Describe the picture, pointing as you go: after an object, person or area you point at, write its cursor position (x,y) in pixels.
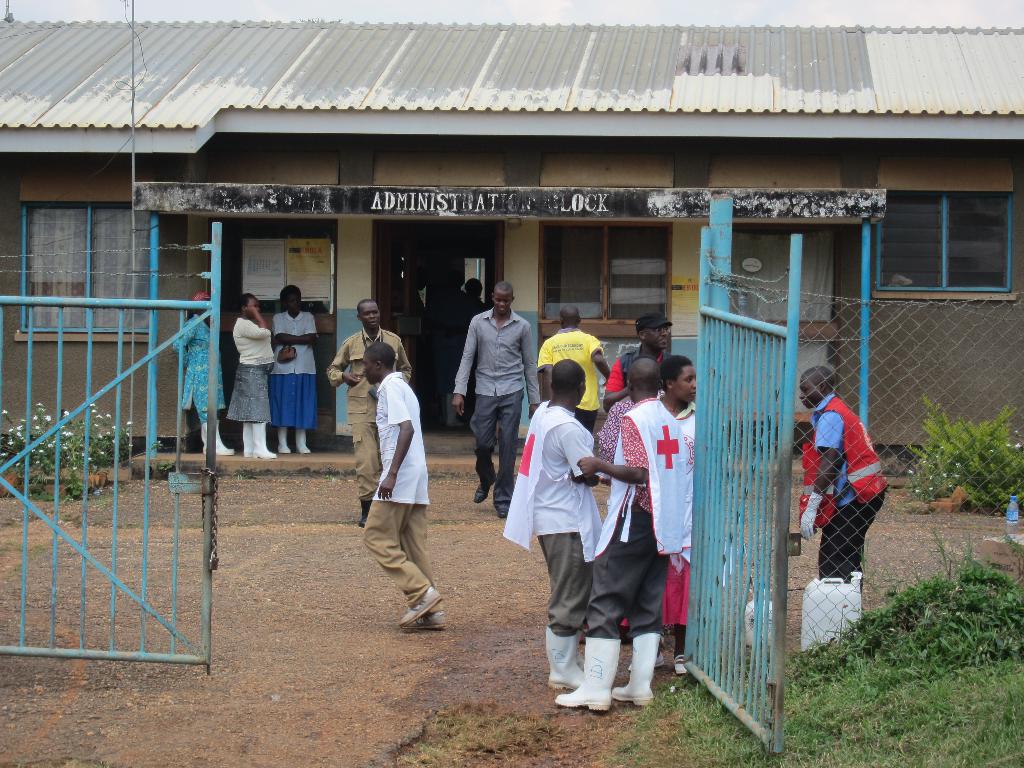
In this image I can see the metal gate (780,537), net fence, cans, plants (789,668) and the group of people (370,450) with different color dresses (379,421). I can see the white color flowers (74,447) to the plants (72,453). In the background (358,177) I can see the shed (460,116) and the sky (742,14).
